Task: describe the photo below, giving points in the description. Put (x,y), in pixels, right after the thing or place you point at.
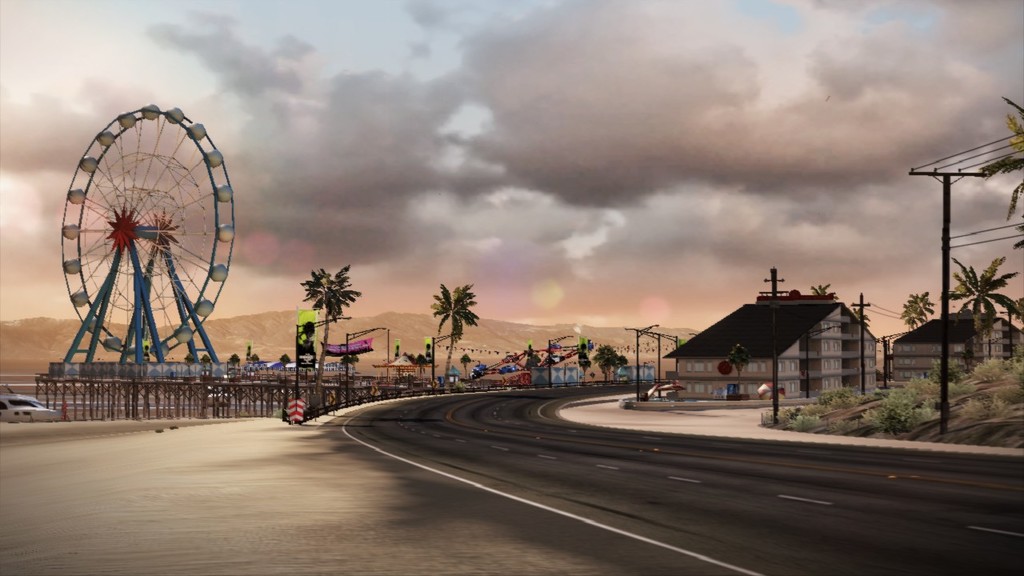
In this picture we can see a giant wheel (221,266) on the left side (167,267), there are buildings (829,366) here, we can see some trees (324,332) and poles (648,334) in the background (435,377), we can see some plants (842,400) here, there is the sky (550,125) at the top of the picture (558,131).
